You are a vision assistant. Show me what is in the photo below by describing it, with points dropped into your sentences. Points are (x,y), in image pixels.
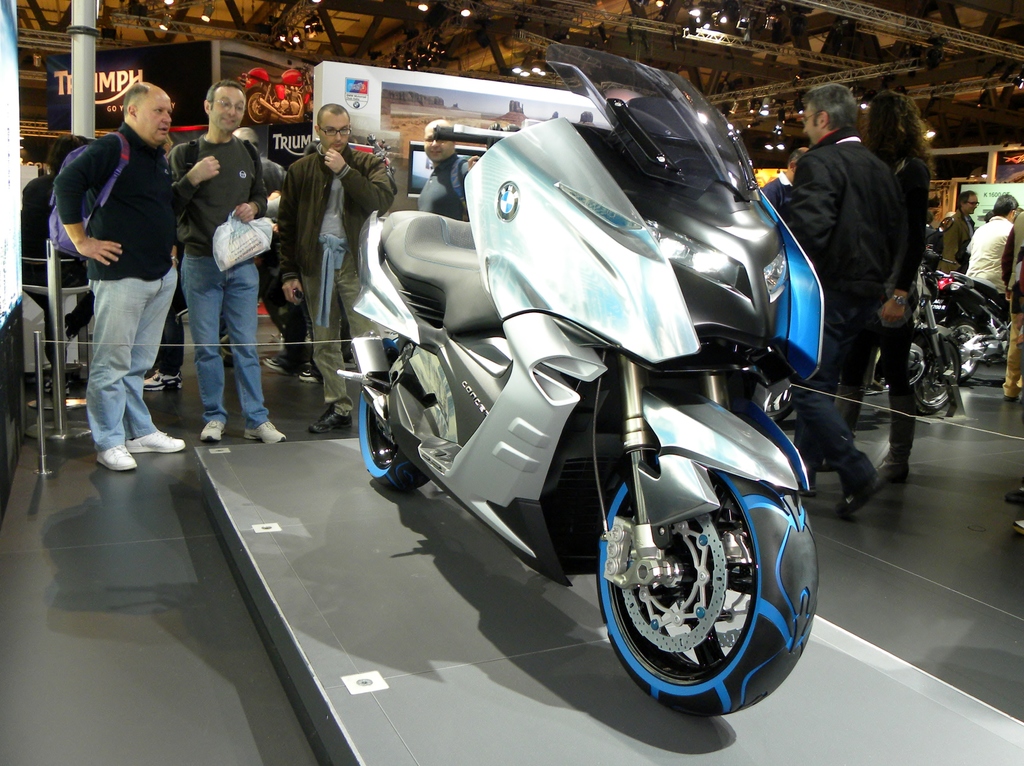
In this picture there is a motor bicycle (625,398). There are some people (835,161) who are standing at the background (329,258). There is a light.
